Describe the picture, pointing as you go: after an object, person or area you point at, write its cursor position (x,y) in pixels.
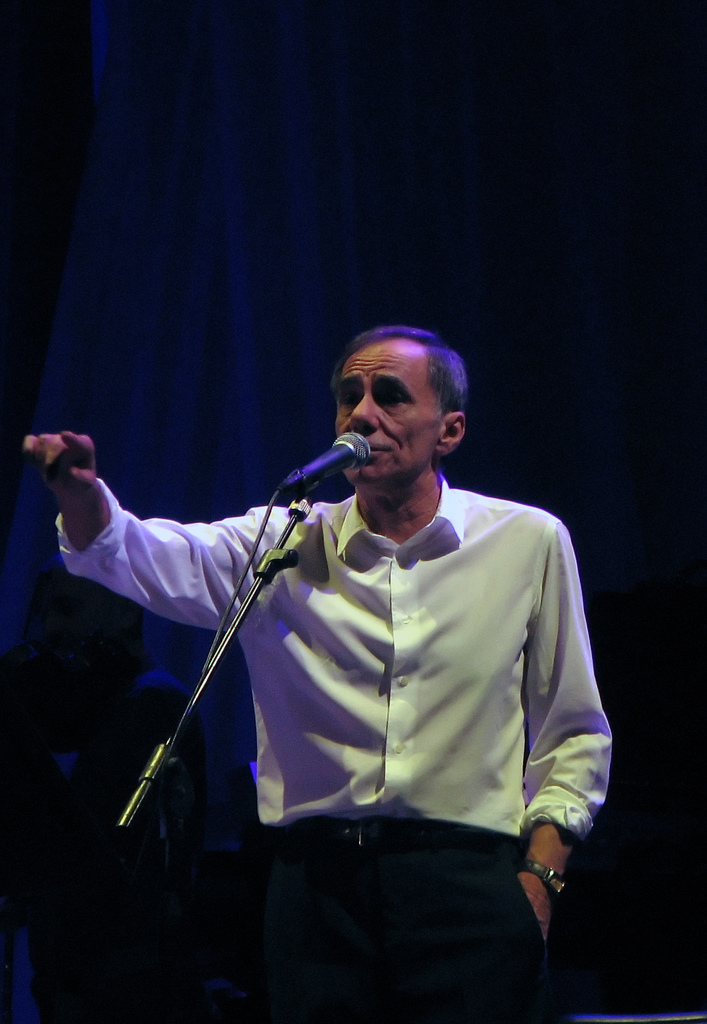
In this picture, I can see a person (337,386), Who is standing and singing after that i can see a person (532,938) wearing a watch (535,874) next i can see a mike (338,462) and behind this person (349,583) i can see a blue color curtain (408,174).
